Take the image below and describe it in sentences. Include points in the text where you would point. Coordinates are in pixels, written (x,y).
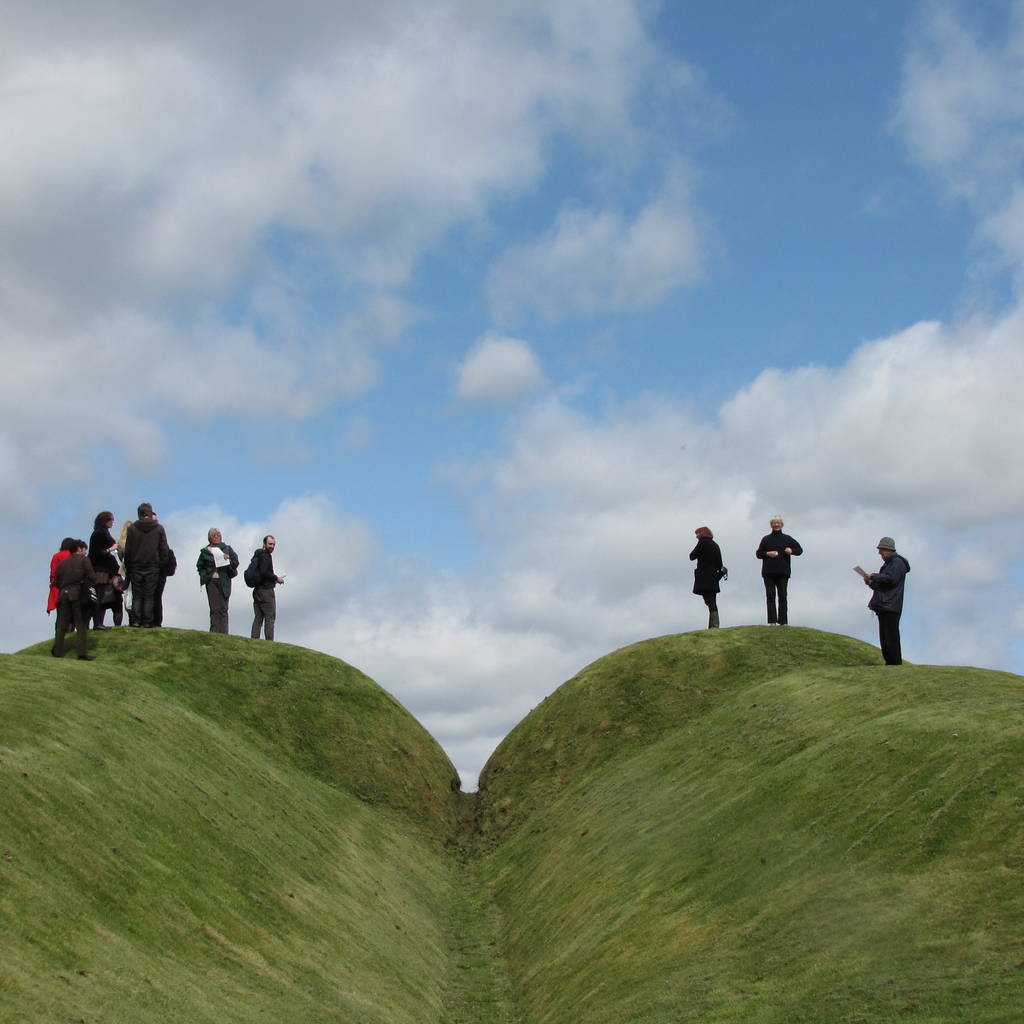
There are people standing on the green mounds (732,721) in the foreground area of the image (117,710) and the sky (488,400) in the background (524,301).
